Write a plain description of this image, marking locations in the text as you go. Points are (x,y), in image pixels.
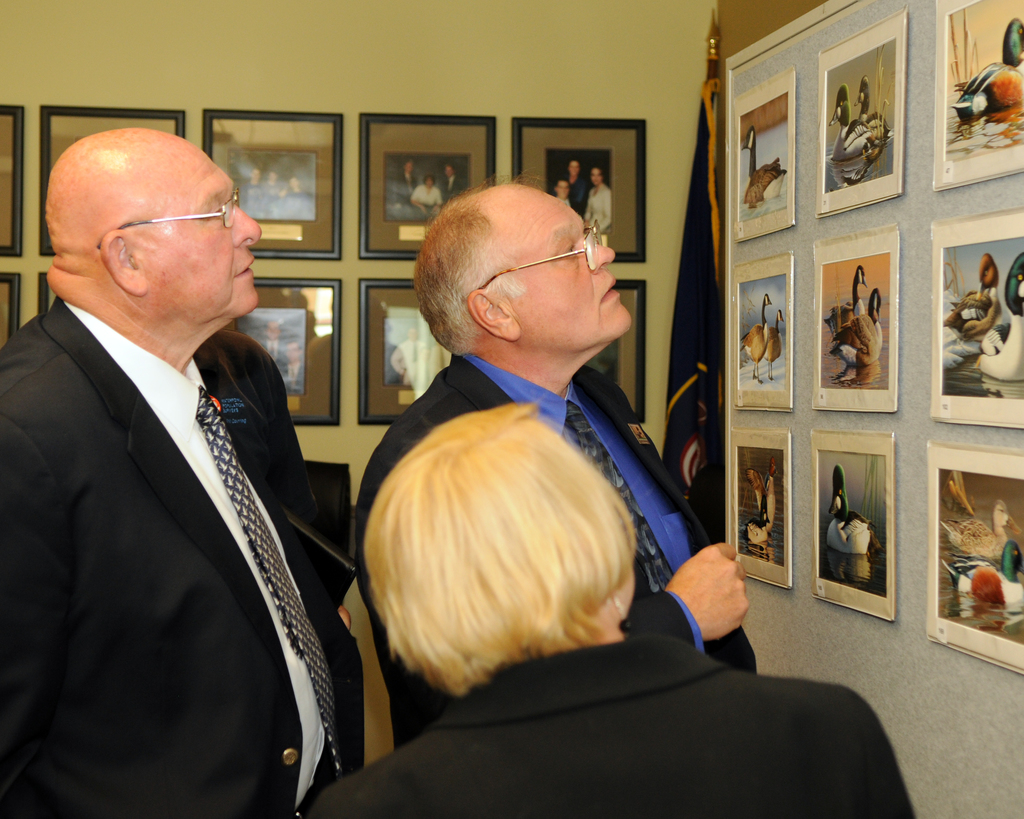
This picture describes about group of people (549,409), few people (584,389) wore spectacles (578,252), in front of them we can see a flag (702,137) and few frames (762,122) on the walls (648,401).
